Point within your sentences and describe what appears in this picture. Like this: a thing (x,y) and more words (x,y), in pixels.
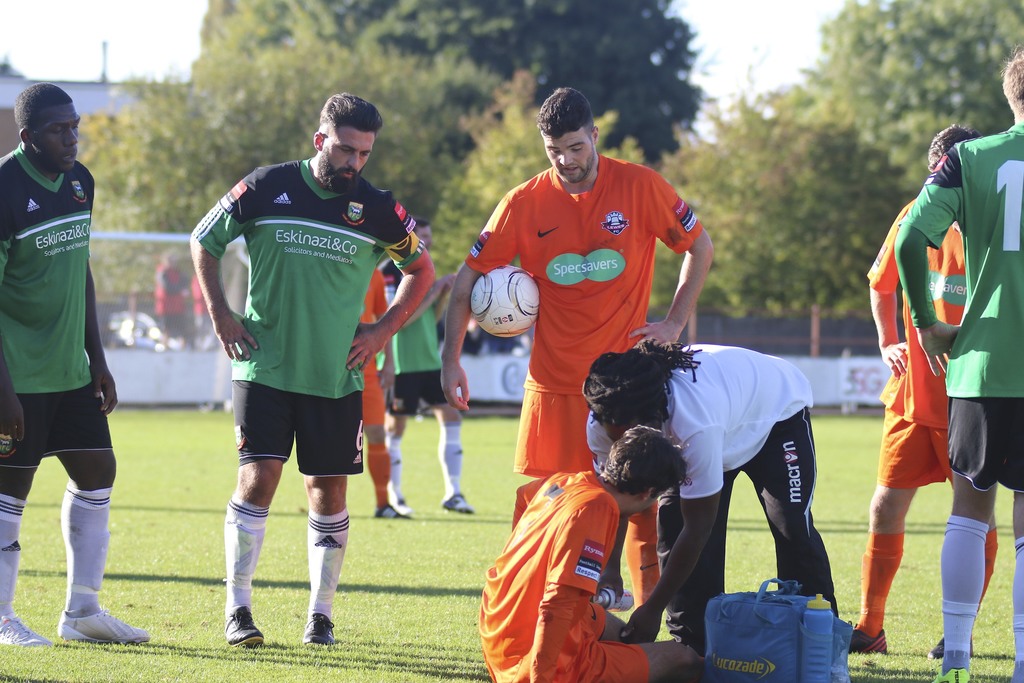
In this image, there are some persons (66,148) standing and wearing clothes (343,338). There is a person (541,555) at the bottom of the image (543,553) sitting and wearing clothes (583,541). There is a bag (757,639) on the ground (874,655). There are some trees (640,84) at the top (938,45). The person (677,202) who is center of the image (558,256) holding a ball (524,316).
